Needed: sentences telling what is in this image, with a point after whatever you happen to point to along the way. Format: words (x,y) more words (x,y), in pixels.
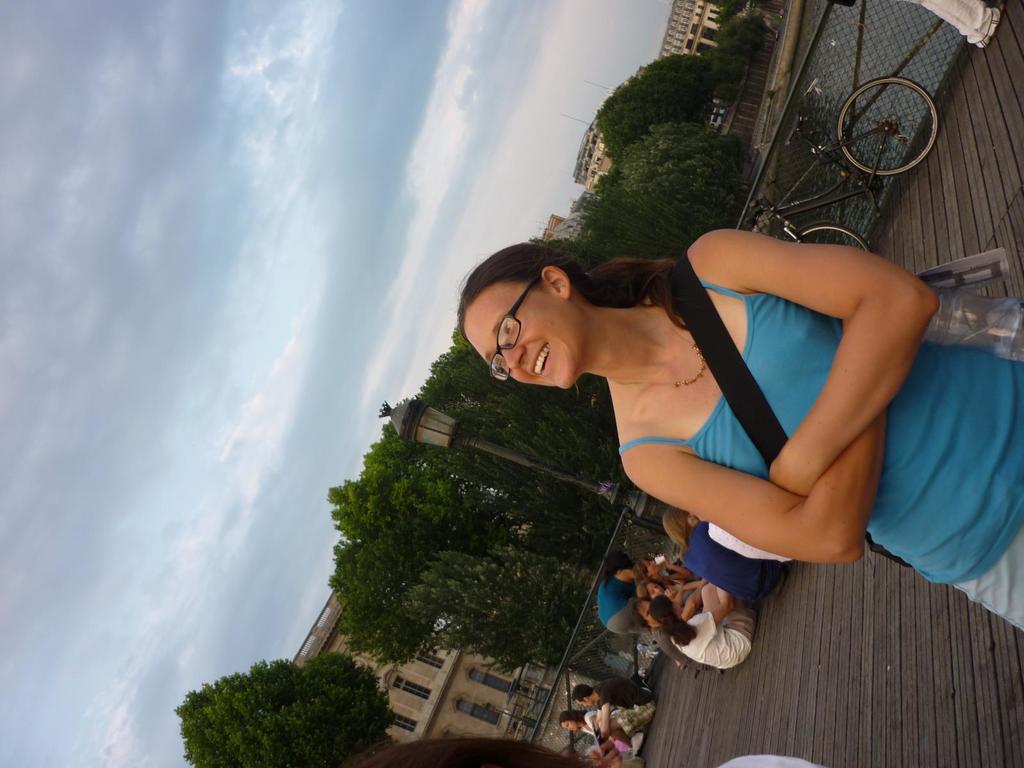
In this picture we can see a woman (792,348) is smiling and standing. Behind the woman (933,553) some people (677,594) are sitting and some people (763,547) are standing and there is a bicycle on the wooden bridge (795,624). Behind the people (583,706) there is a fence (584,740), a pole (418,417) with light (436,416), water (818,168), trees (620,196), buildings (702,32) and the sky (160,272).
